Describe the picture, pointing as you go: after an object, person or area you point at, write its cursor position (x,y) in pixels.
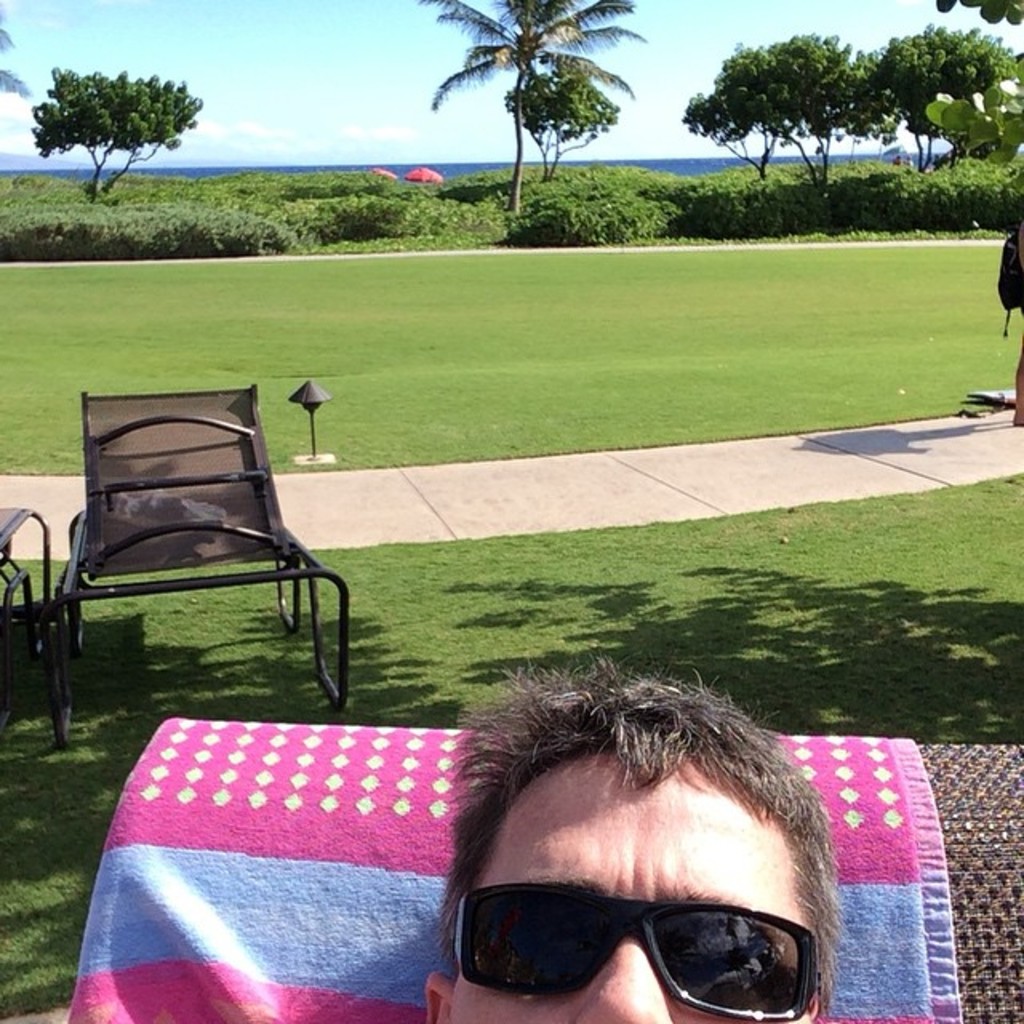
In this picture i can see a man (666,832) is wearing a black color glasses (606,923). In the background (317,343) i can see a path (294,490), grass (369,383), trees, plants (366,177) and sky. I can also see some other objects (314,400) on the ground (443,440).
